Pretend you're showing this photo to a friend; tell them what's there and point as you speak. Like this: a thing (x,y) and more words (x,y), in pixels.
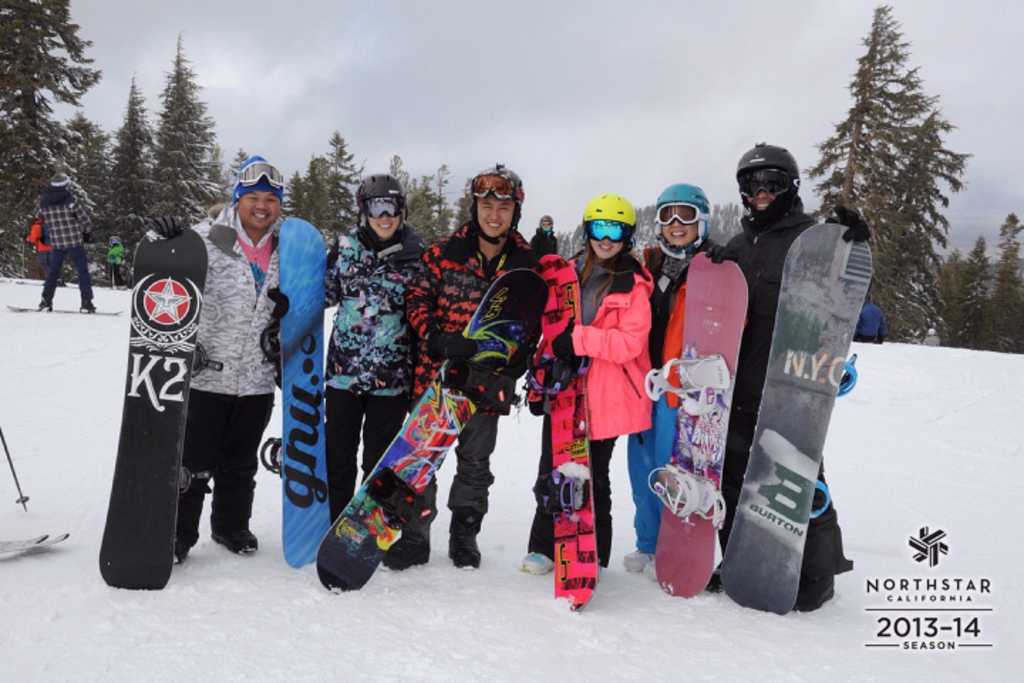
In the picture I can see a group of people (424,303) are standing on the snow (329,322) and holding snowboards (488,345) in hands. In the background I can see trees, the sky (405,150) and some other objects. On the bottom right side of the image (945,596) I can see a watermark (950,623).
